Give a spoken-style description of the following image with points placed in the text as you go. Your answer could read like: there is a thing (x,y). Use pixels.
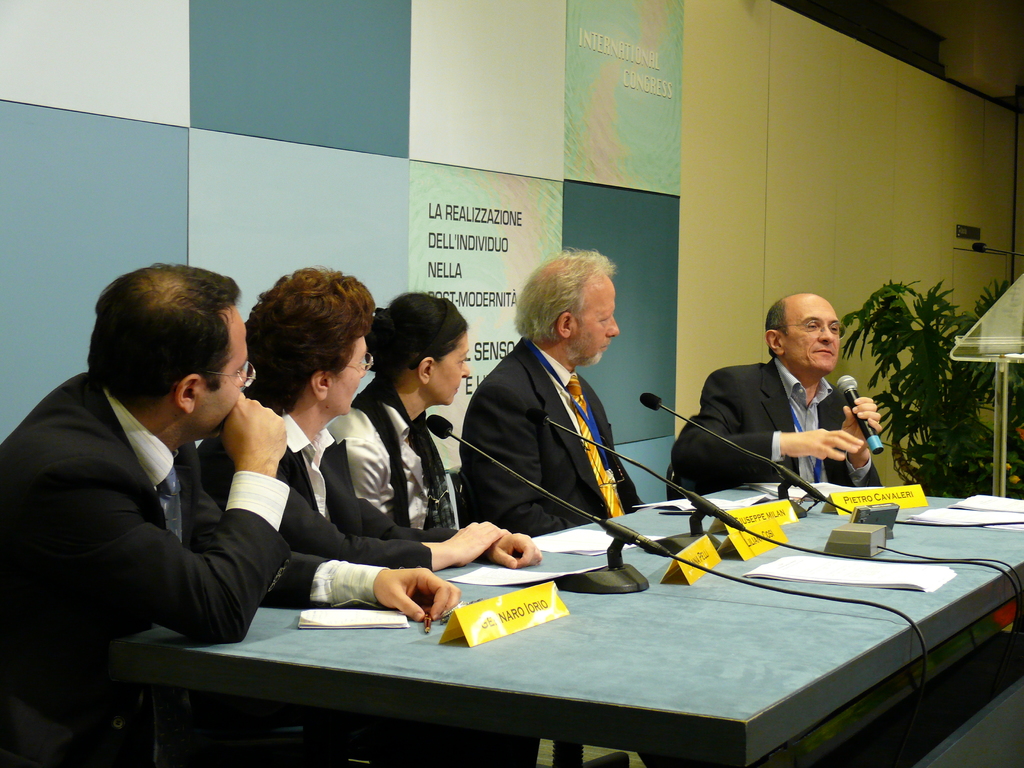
There are five people (428,375) sitting. Person (788,404) on the right (789,399) is holding a mic (866,416). Some are wearing specs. In front of them there is a table (690,648). On that there are papers (470,575), mic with mic stands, pen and name boards (760,535). In the back (362,137) there is a wall (515,144) with something written. Also there is a stand (994,386) and a plant (927,388).
